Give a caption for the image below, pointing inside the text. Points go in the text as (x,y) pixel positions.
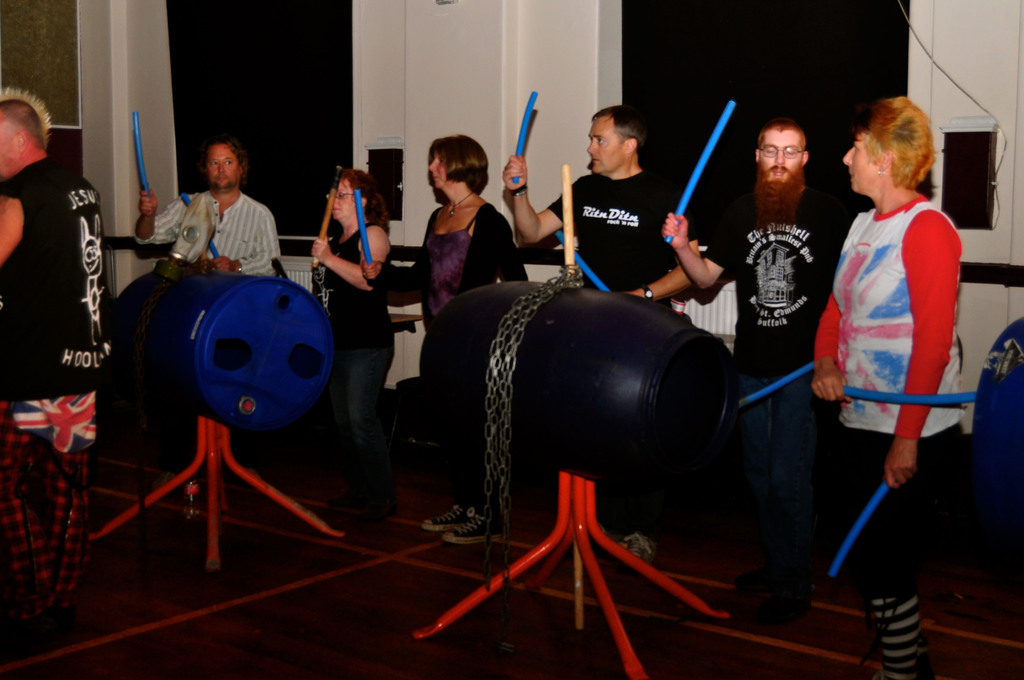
In this image I can see the group of people (495,264) with different color dresses (235,242) and these people (548,230) are holding the sticks (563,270). In-front of these people (603,268) I can see the blue and black color drums (578,347) on the red color stand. In the background (179,179) I can see the boards (70,69) and black color objects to the wall (506,114).
